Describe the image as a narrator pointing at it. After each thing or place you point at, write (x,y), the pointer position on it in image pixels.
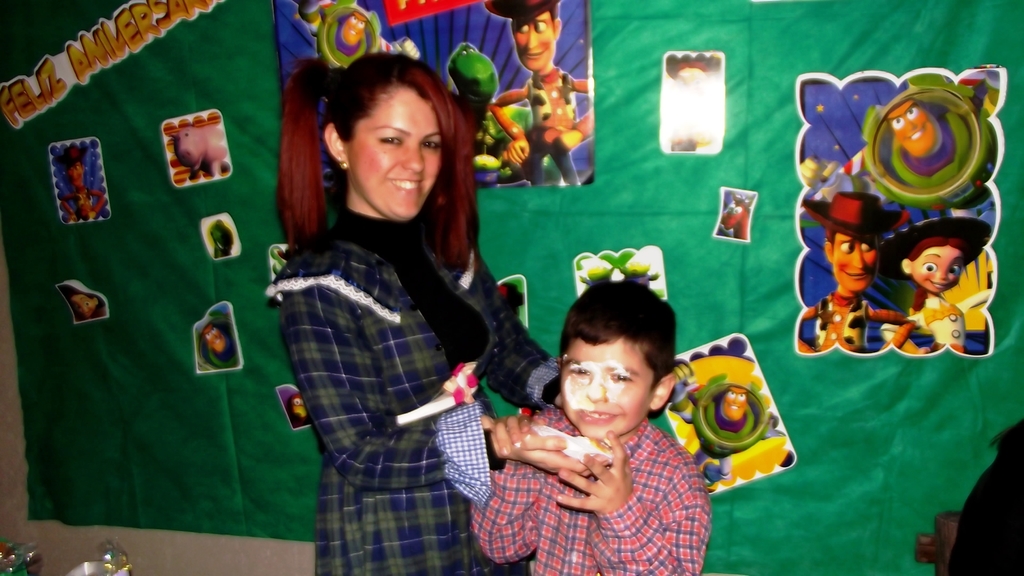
In this picture we can see a women (376,373) wearing blue and green dresses (388,370) smiling and giving a pose into the camera. Beside you can see a small boy (487,530) wearing red check shirt (559,526) is eating a cake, smiling and giving a pose in the camera. Behind we can see green curtain (68,366) with some cartoon poster (803,297).
